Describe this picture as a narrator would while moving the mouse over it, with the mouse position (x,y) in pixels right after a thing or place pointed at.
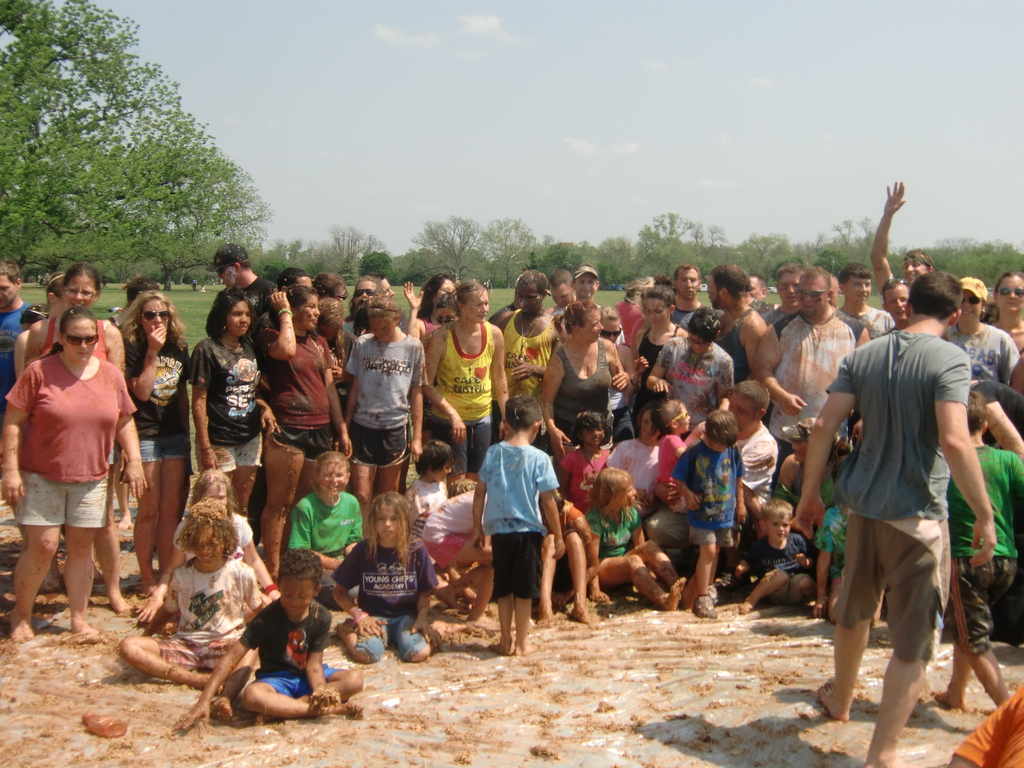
In this image I can see number of people (420,454) where in the front (369,609) few are sitting on the ground (740,636) and rest all are standing. In the background (67,262) I can see number of trees (131,222), grass ground (211,302), clouds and the sky (522,128).
